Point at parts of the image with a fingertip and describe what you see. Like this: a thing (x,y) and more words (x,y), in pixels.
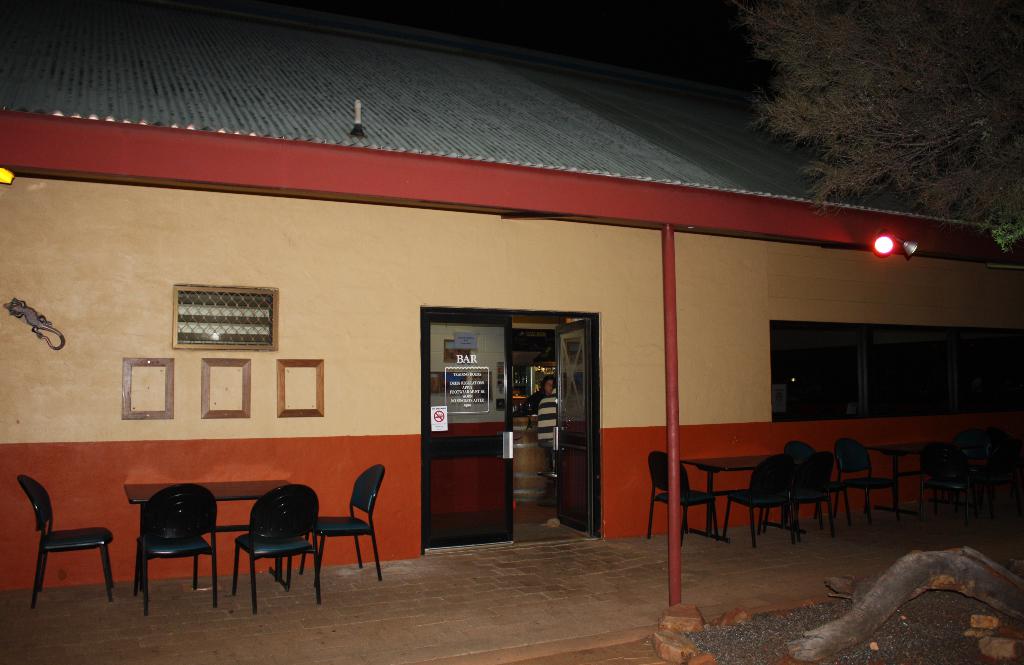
In this image, I can see a person (543,461) standing inside a restaurant (555,433). There are tables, chairs (73,545), pole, door (494,432), windows (920,388) and few objects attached to the wall (902,419). At the bottom right side of the image (860,610), I can see a branch (889,582). On the right side of the image (990,231), there is a tree (937,114). The background (651,57) is dark.
